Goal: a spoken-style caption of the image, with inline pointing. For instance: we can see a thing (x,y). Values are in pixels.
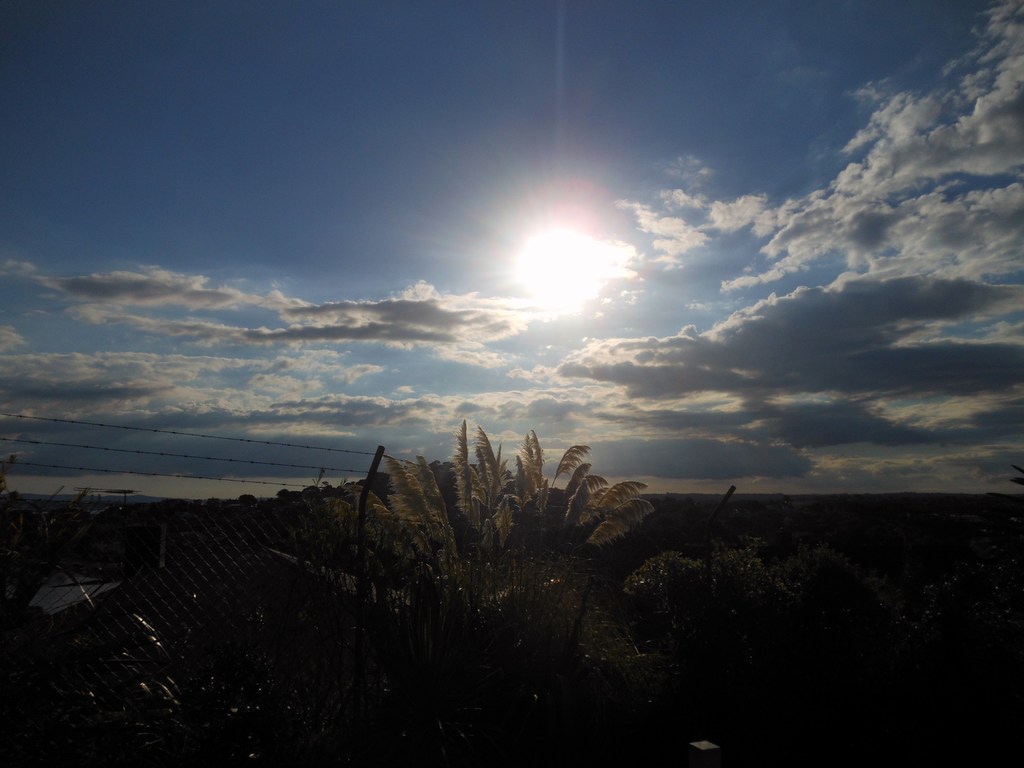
In the foreground of the image (630,691) we can see a fence (361,591), group of plants (458,599). In the background (571,309), we can see the cloudy sky (609,336) and sun (571,266).
